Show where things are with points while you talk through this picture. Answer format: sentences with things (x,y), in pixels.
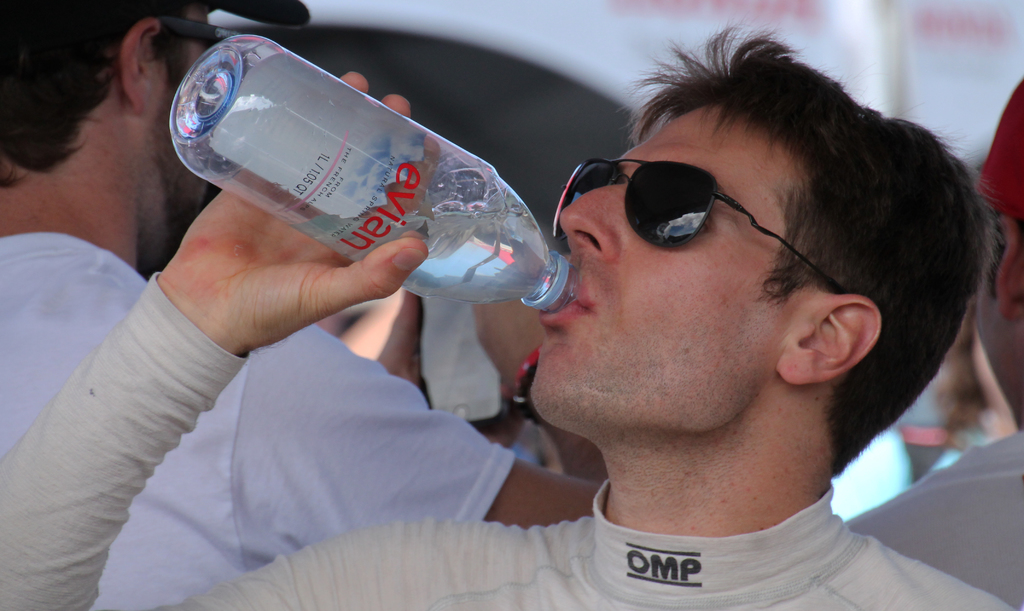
This person (661,219) wore goggles (712,187) and drinking water (538,262) from this bottle (335,211). This person (357,272) is standing.
